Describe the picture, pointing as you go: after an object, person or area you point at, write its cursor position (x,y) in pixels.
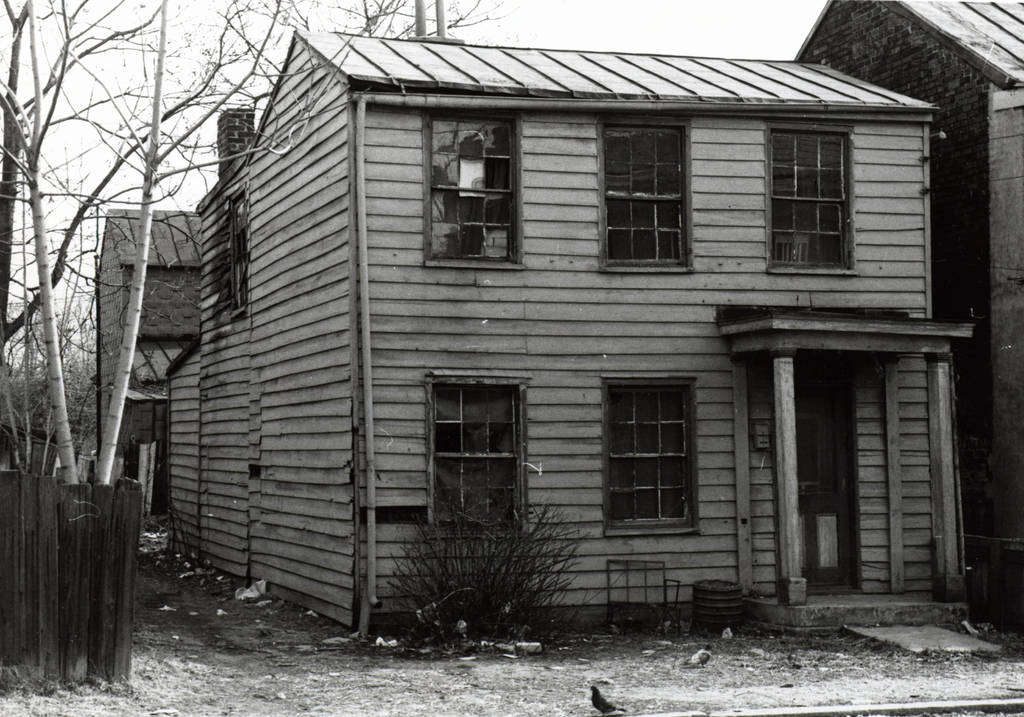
In this image I can see houses (500,465), windows (456,477), plants (460,540), fence (29,483) and the sky (536,9). This image is taken may be outside the house (556,599).
